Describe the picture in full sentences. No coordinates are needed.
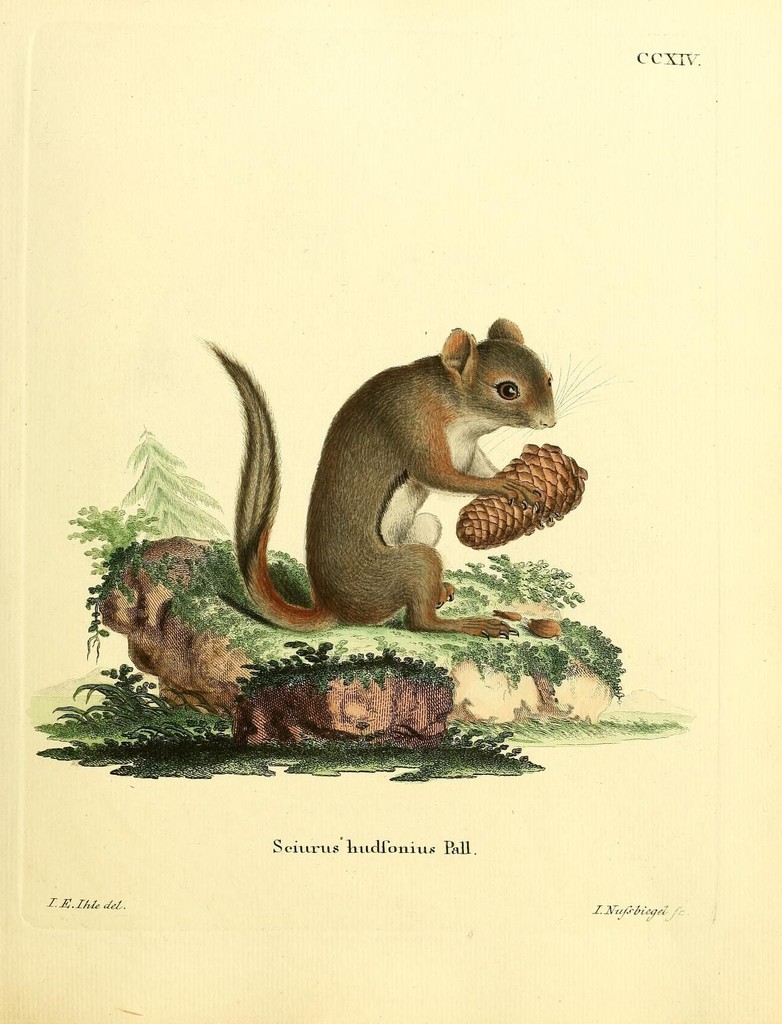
This is a poster, in this picture we can see a squirrel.
